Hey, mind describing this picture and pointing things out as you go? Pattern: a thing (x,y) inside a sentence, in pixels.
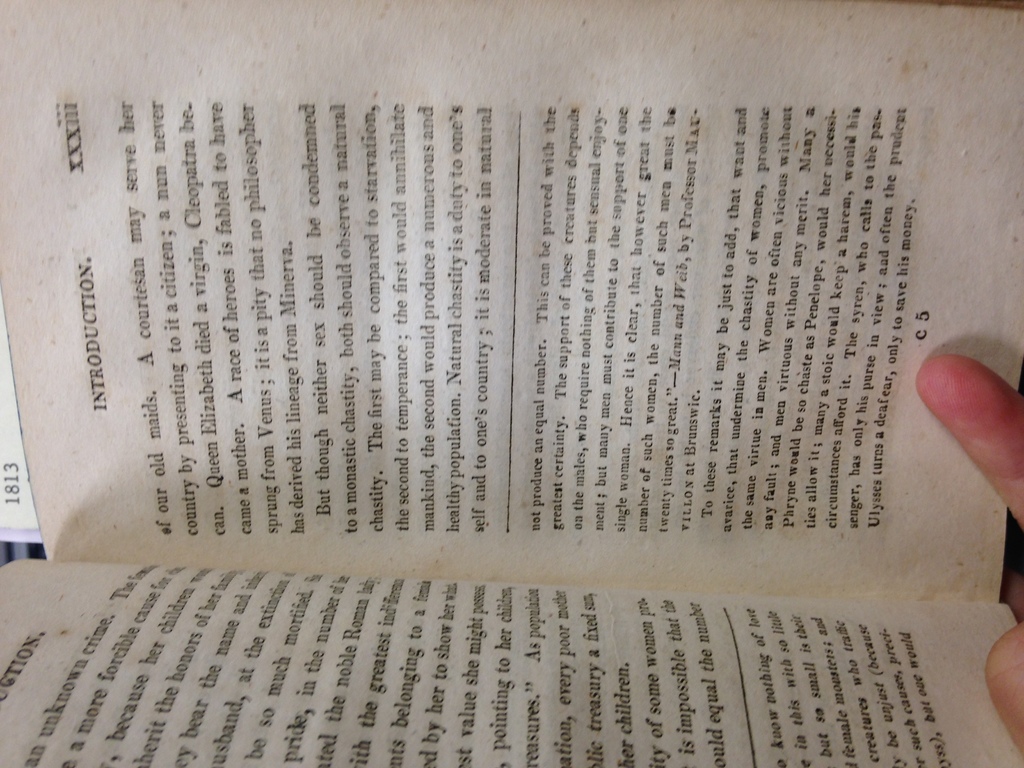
These are the pages (442,404) of the book (499,404) with something written on that. On the right side (926,406) there are fingers (957,408) of a person (1017,420).
